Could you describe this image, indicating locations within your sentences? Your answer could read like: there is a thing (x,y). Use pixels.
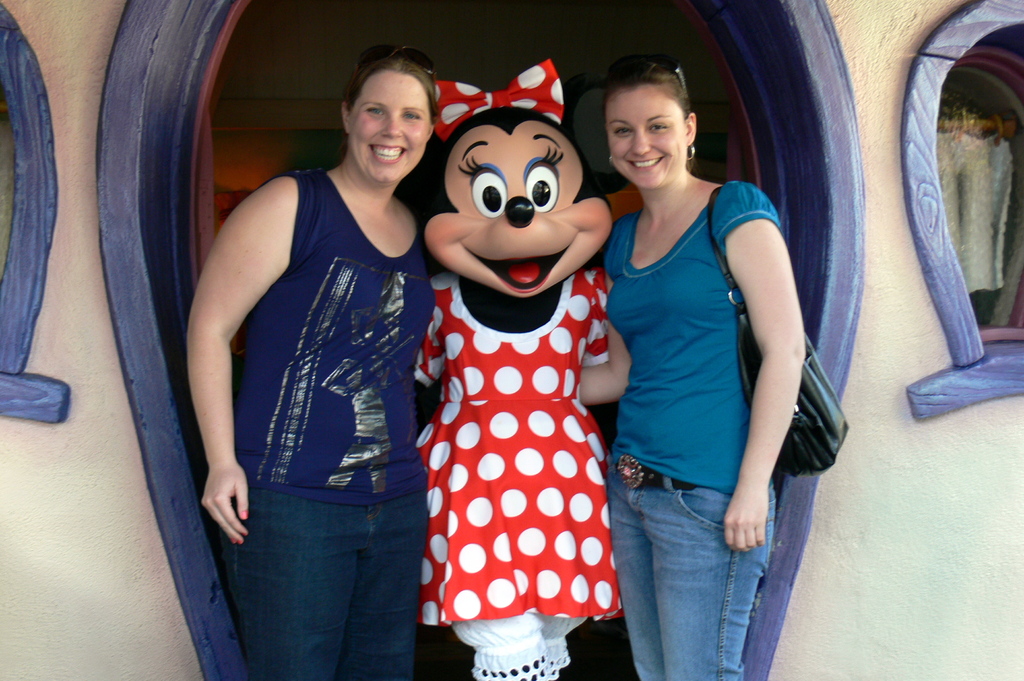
In this picture there are two women (386,516) standing and smiling, in between these two women (676,117) there is a person (534,318) standing and wore costume (529,366). We can see wall (138,480) and windows (932,51).
